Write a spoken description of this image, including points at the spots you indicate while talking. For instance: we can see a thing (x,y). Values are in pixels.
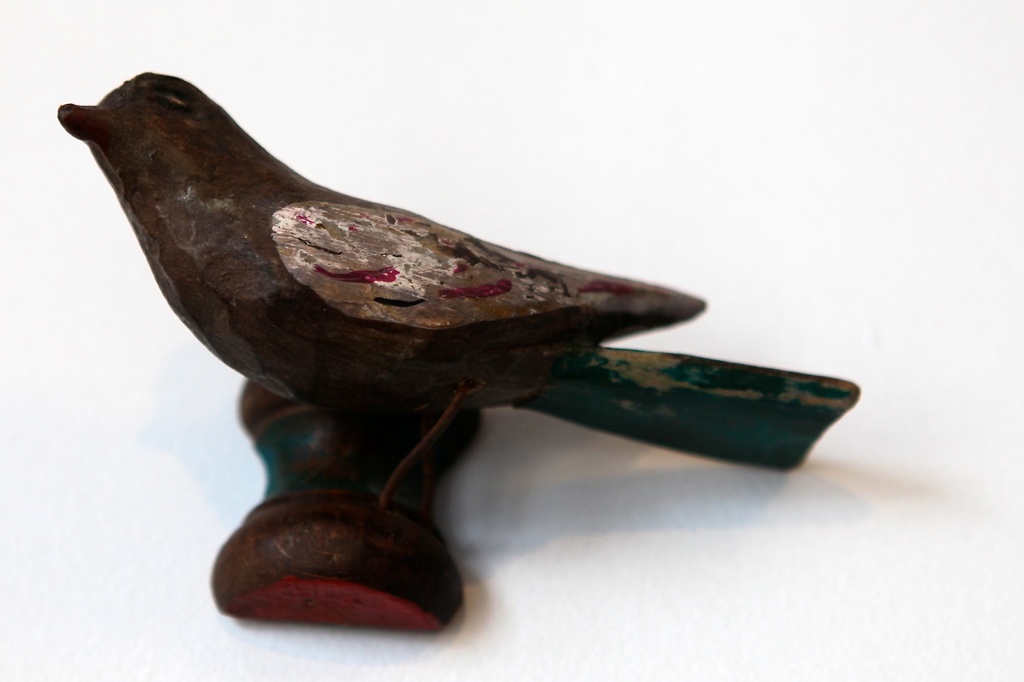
In this picture we can see a figurine (303,346) of a bird (263,258) here, at the bottom (553,582) there is surface (539,585).
